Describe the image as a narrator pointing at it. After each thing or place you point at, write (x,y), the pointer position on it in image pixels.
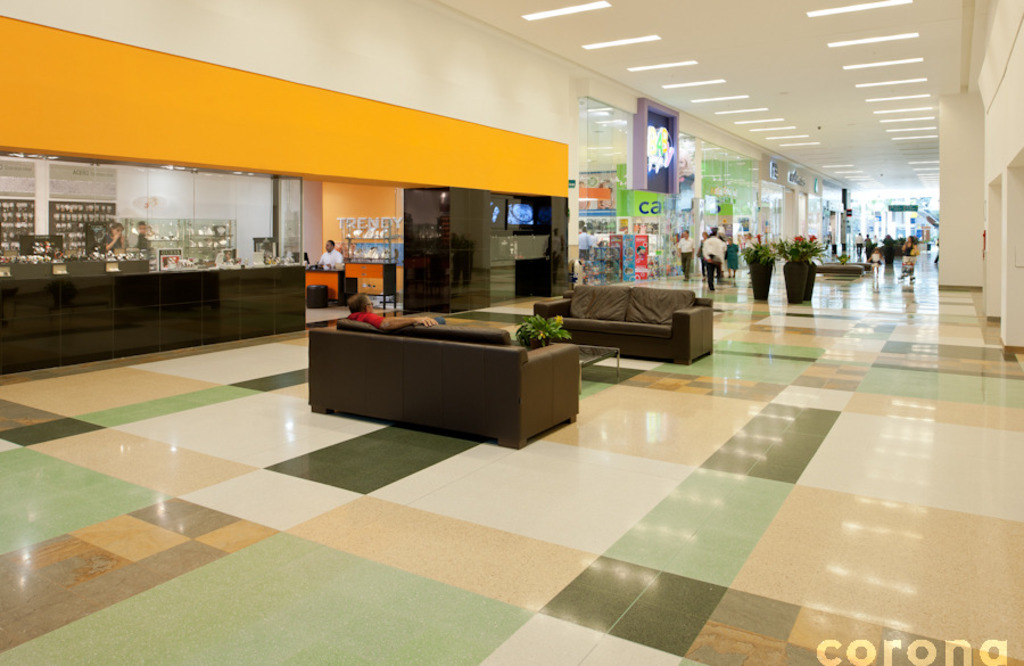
There is a shop (308,265). The shop person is sitting in chair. In the center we have red color shirt person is sitting in a sofa (361,327). we can see in the background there is a group of people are standing and walking.
